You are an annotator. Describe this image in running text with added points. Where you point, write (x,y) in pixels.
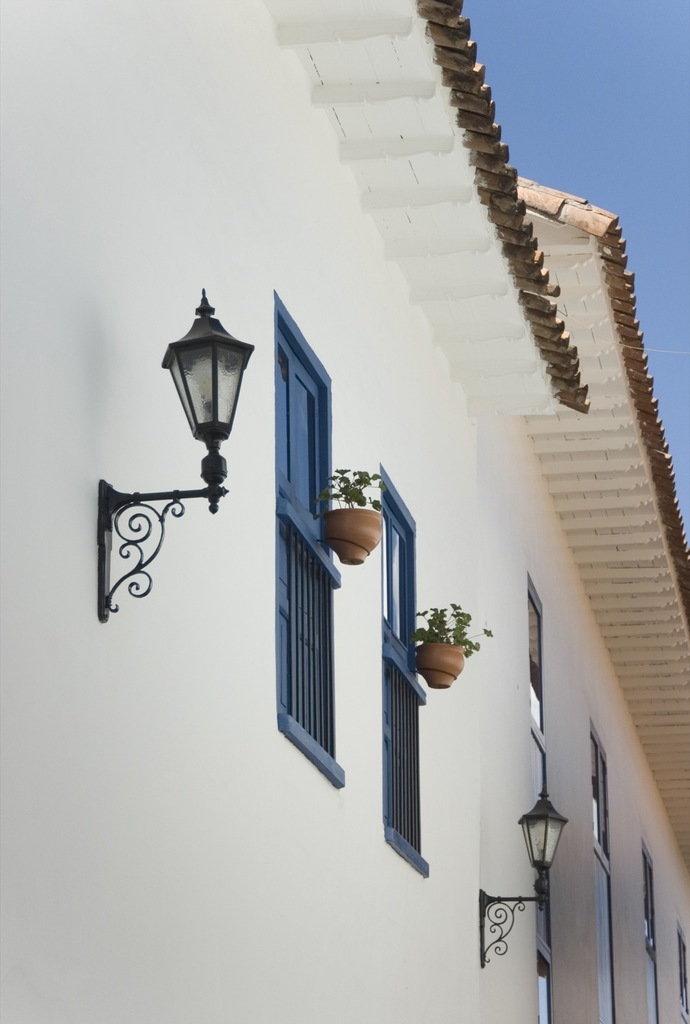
In this image we can see a building (360,639) with a roof (464,359), street lamps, some plants (433,625) in the pots (459,647), windows (396,642) and the railing (305,636). We can also see the sky (644,172) which looks clear.
